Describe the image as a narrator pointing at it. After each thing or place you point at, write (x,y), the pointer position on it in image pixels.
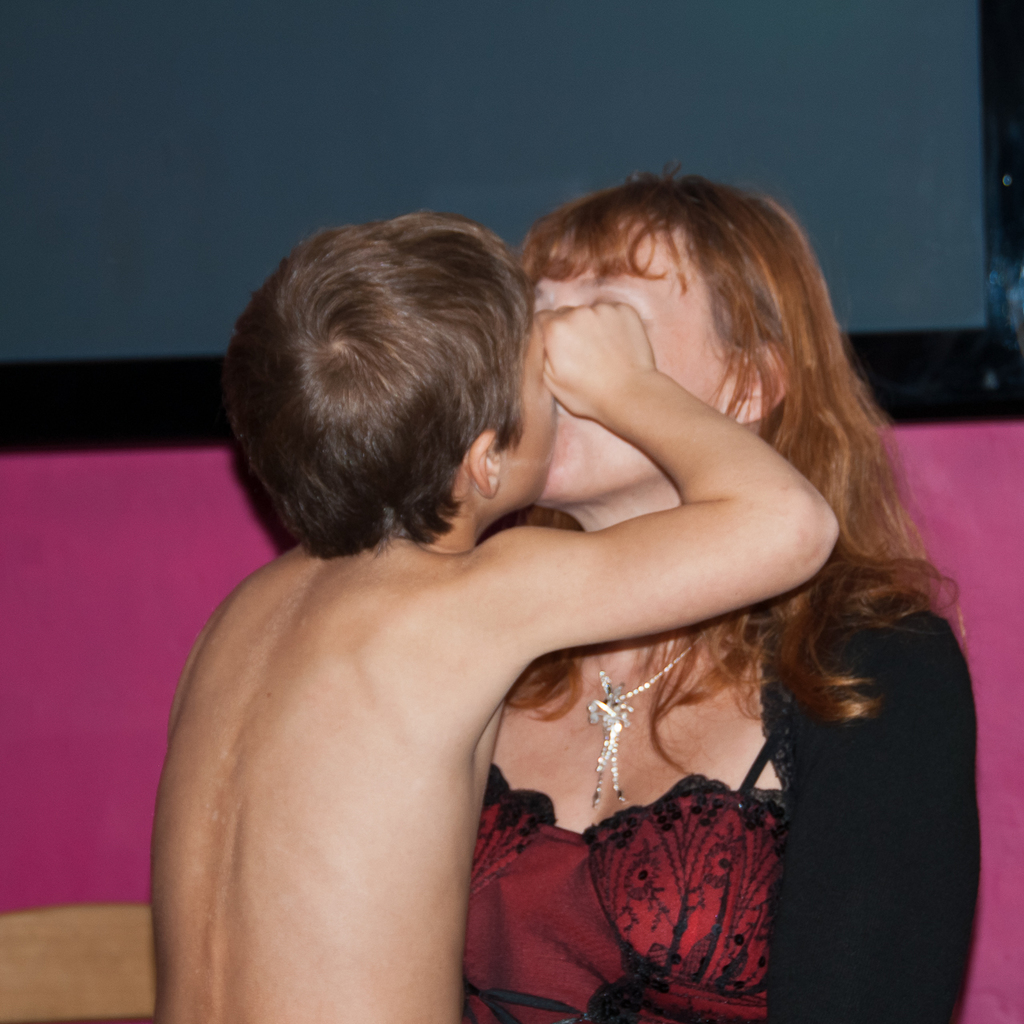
In this picture we can see a boy (310,727) kissing a woman (756,622). We can see a pink color object (23,638) and blue color object (466,77) in the background (831,242).
